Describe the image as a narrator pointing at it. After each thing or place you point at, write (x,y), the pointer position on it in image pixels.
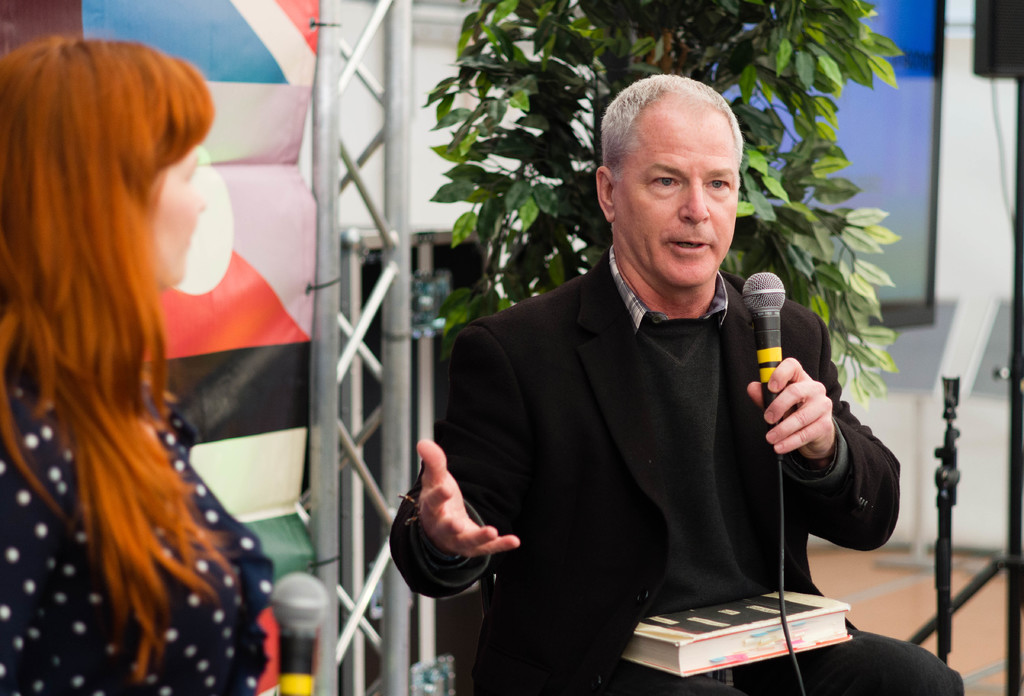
This is the picture taken in a room (986,263), the man (583,415) in black blazer (583,499) was sitting on a chair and holding microphone (766,368) and explaining something in his lap (652,646) there is a book (701,645). To the left side (63,605) the man (531,485) there is a woman (87,564). Behind the people (198,611) there is a banner (281,501), house plant (539,111) and wall (976,280).
